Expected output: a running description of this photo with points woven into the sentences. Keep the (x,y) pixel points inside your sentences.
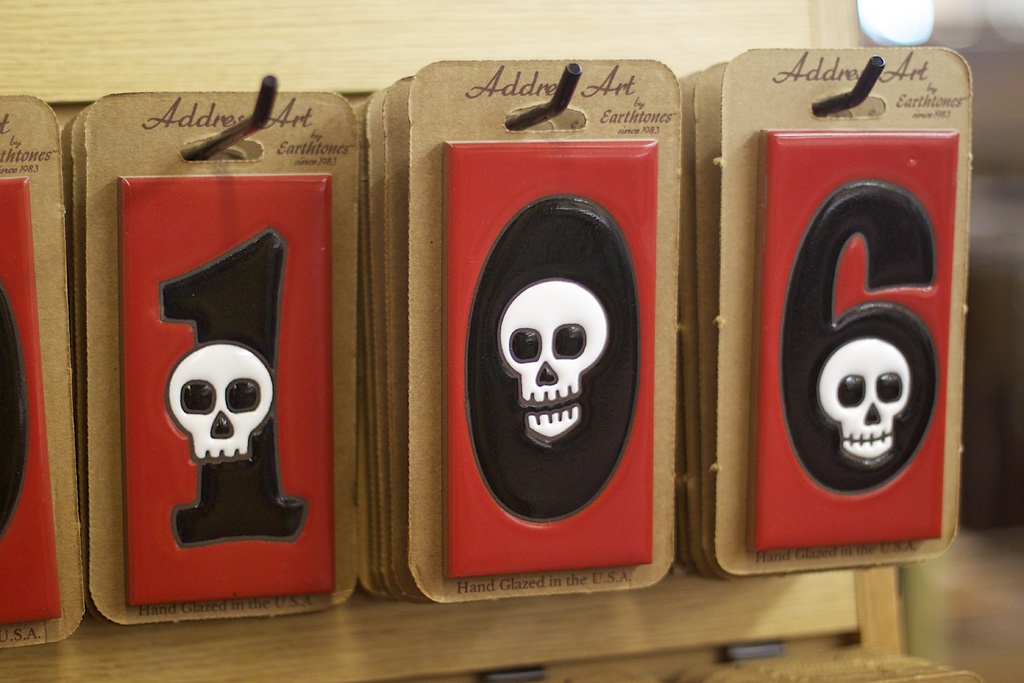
In this picture we can see number cards (704,158) are hanged to rods (874,62) and on these cards (711,157) we can see stickers (193,419) and in the background (518,640) it is blurry.
